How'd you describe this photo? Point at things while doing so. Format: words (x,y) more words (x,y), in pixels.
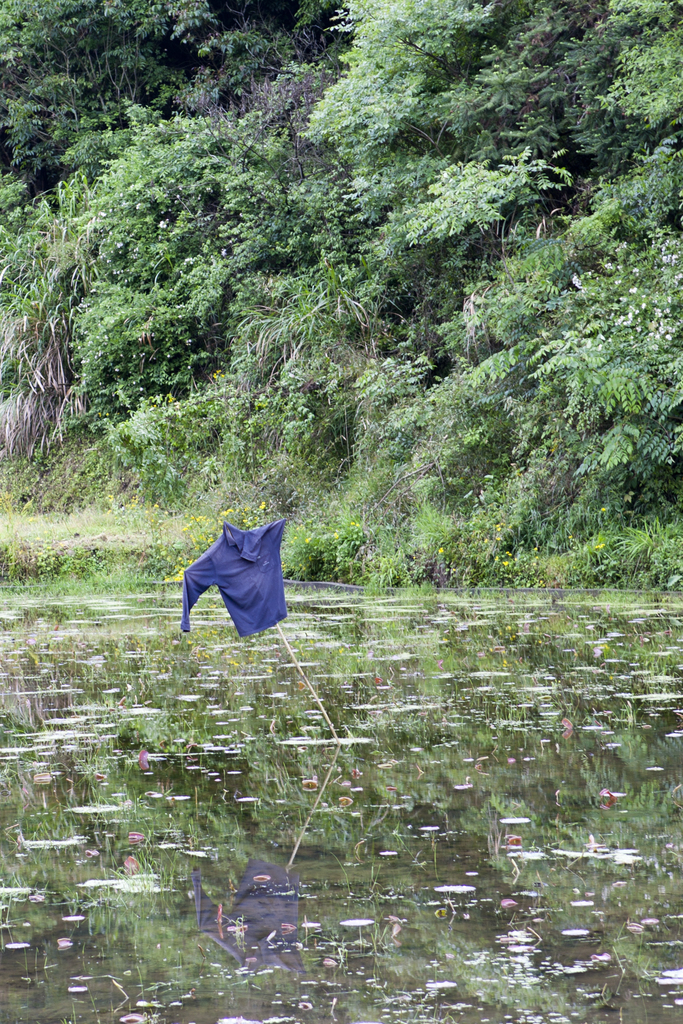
This image is clicked outside. There is water (343,701) at the bottom (385,759). There are trees (236,376) in the middle (243,435). There is a stick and to that there is a shirt (200,583).
